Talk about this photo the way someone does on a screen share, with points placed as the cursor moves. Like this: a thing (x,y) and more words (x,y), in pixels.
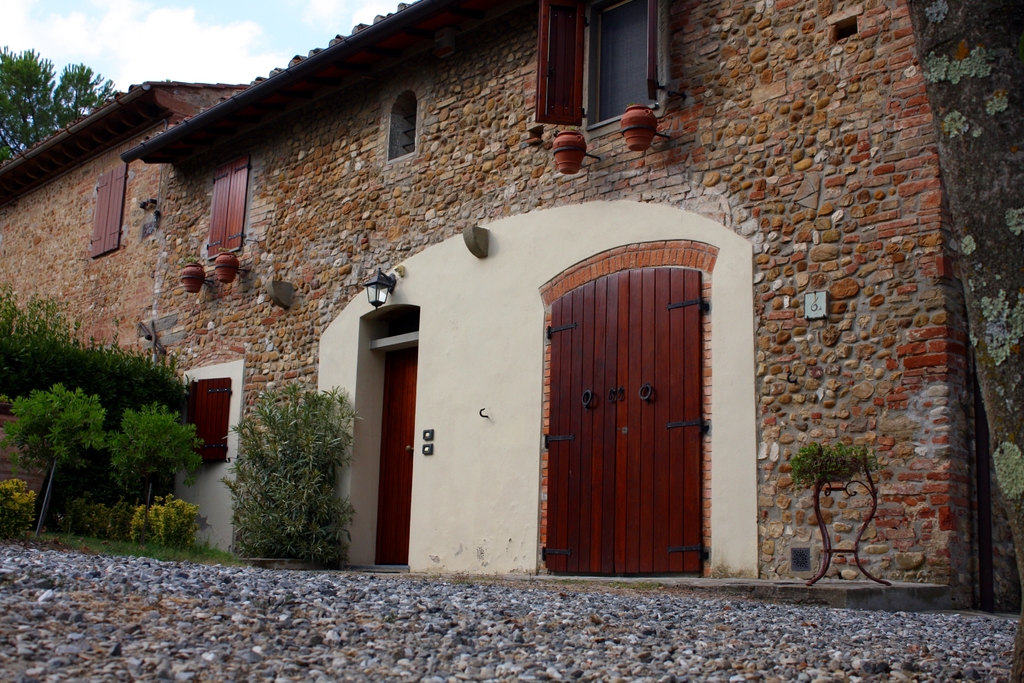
In this image I can see a building (546,244) with stone and brick walls (495,216) and wooden windows (613,77) and doors (625,381) and some plants (247,457) on the left side of the image (258,477) and stone way (433,629) at the bottom of the image (547,648).
